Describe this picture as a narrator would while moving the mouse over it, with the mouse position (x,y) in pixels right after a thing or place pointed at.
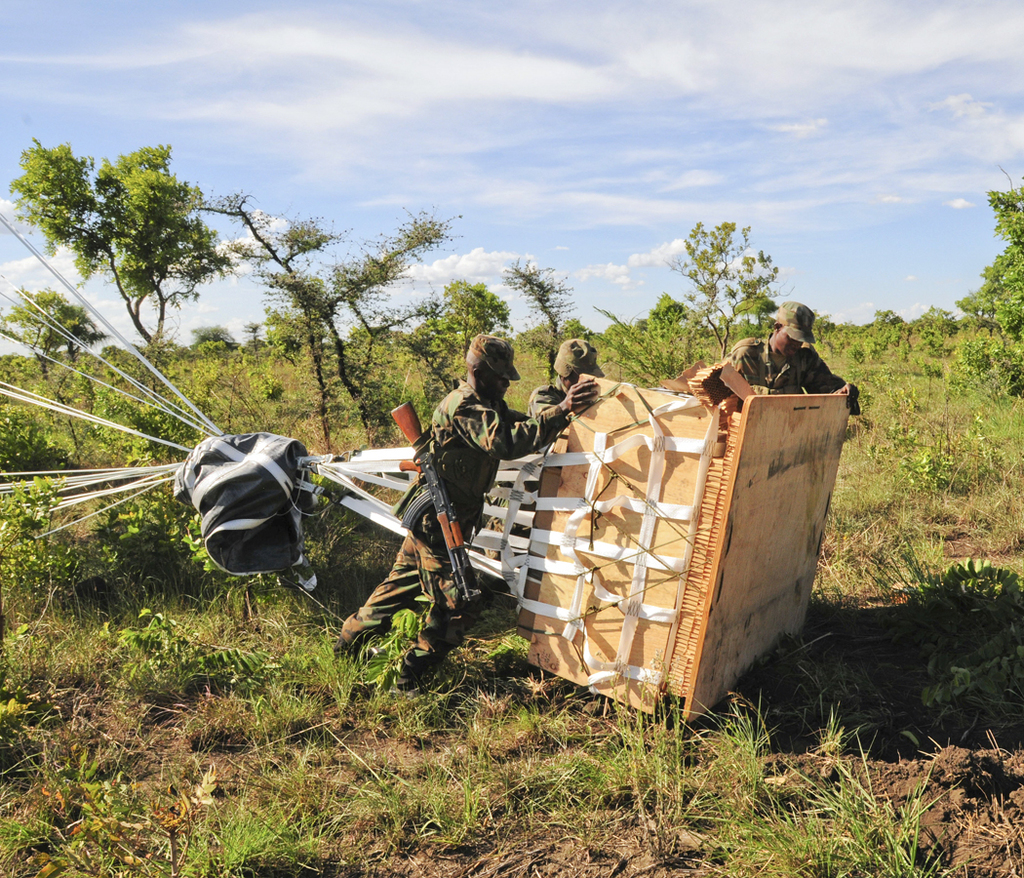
In the center of the image (480,474) we can see three persons (552,425) are standing and they are in different costumes (496,443). And we can see they are wearing caps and one person (479,515) is wearing some object (451,507). And we can see they are holding one wooden object (677,542), which is attached to the white straps (493,543). And we can see some object (233,470) on the straps (216,437). In the background (253,262), we can see the sky (963,294), clouds (984,144), trees (1002,267) and grass (480,769).
